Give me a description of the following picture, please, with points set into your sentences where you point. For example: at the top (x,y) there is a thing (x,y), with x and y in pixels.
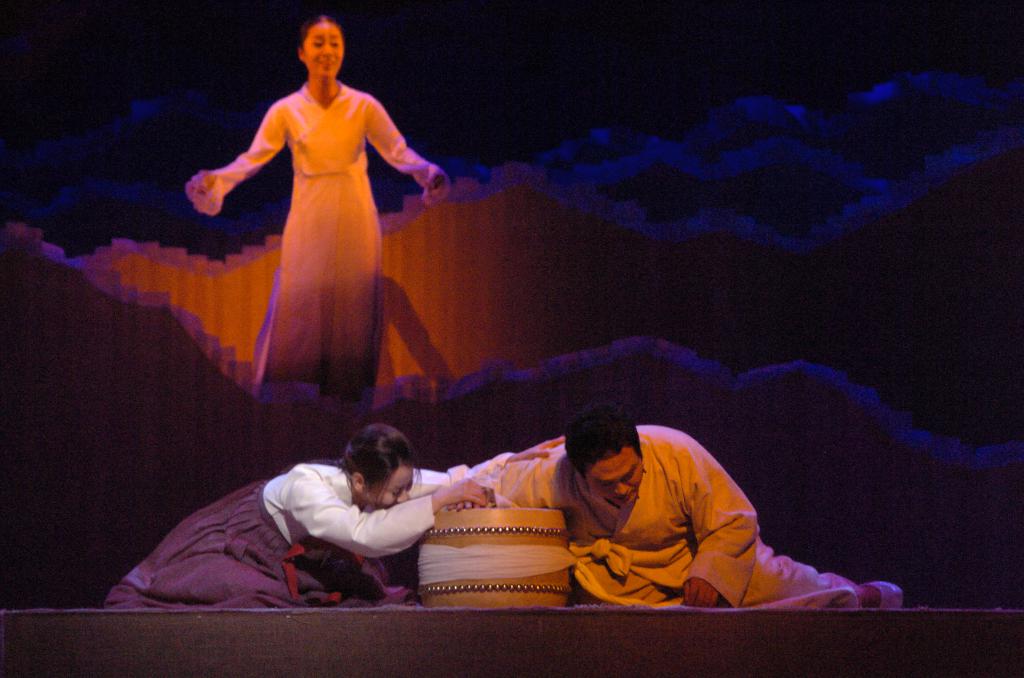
In this image I can see two people (349,511) with different color dresses (350,515). I can see the cream color object (507,558) in-between these people (393,552). In the back (327,296) there is a person (363,245) standing. And I can see few walls (632,305) in the back (572,314).
